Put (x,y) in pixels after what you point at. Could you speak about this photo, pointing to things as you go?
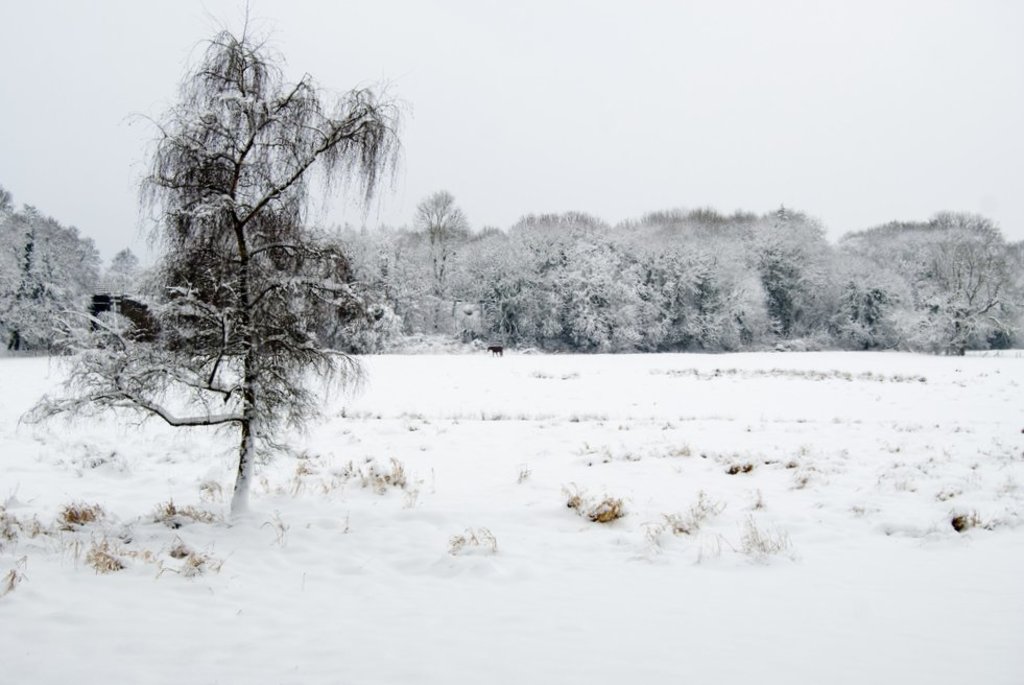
In the picture I can see trees (381,313), the snow (443,456) and the grass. In the background (578,65) I can see the sky (506,167).
